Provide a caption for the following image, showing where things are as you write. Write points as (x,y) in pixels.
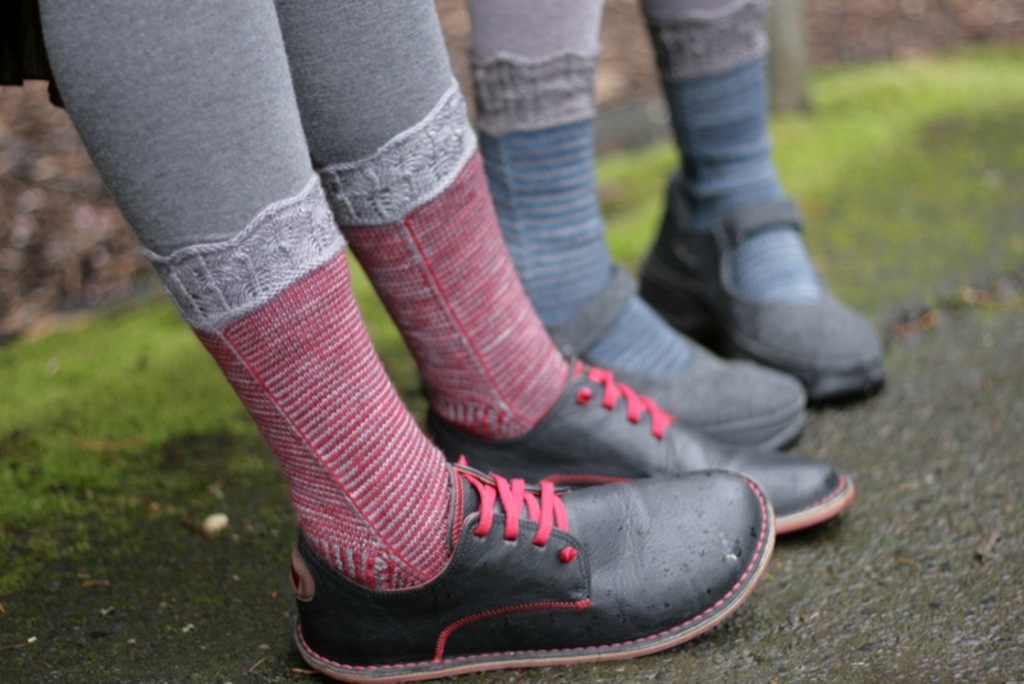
In the image we can see some legs (665,28). Behind the legs (400,174) there is grass (959,79).
